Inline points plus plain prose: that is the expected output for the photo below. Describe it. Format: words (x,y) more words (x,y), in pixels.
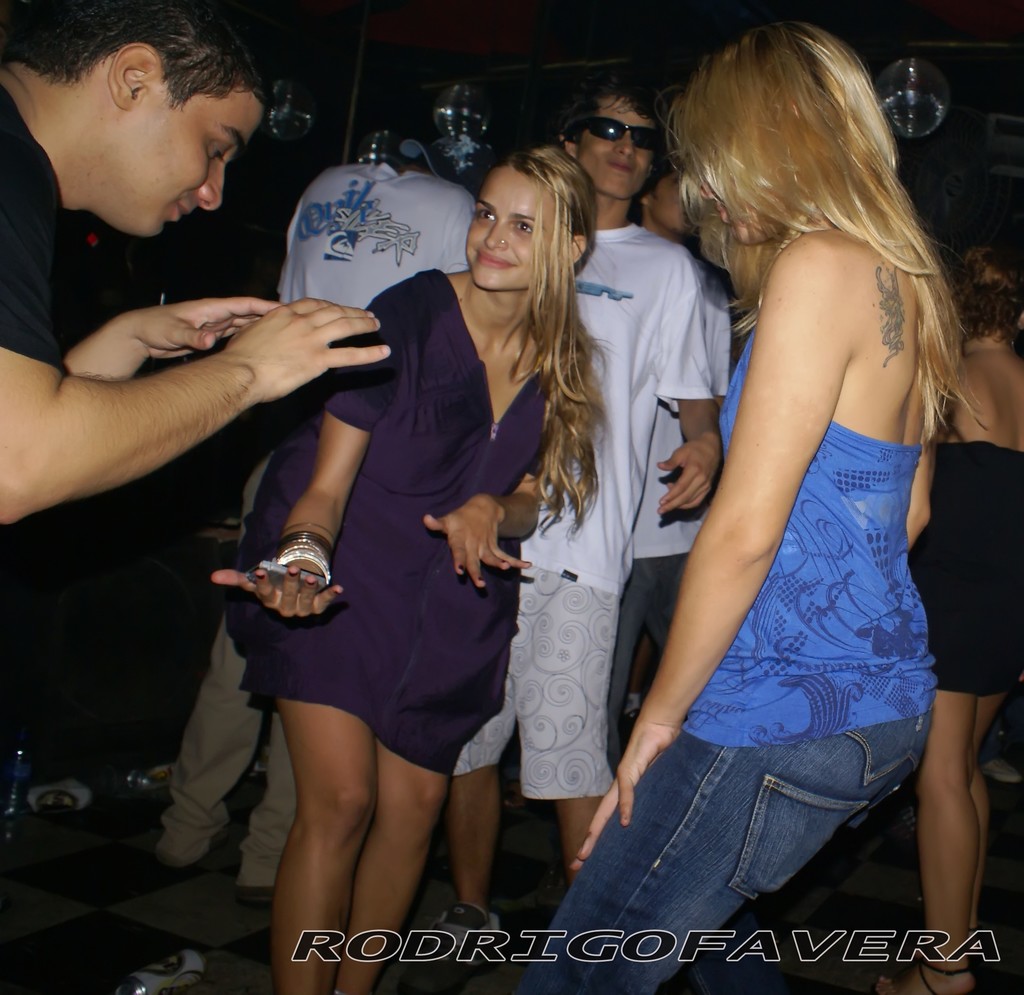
In this image I can see in the middle (665,520) a group of people (506,407) are dancing, at the bottom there is the watermark (883,933).
